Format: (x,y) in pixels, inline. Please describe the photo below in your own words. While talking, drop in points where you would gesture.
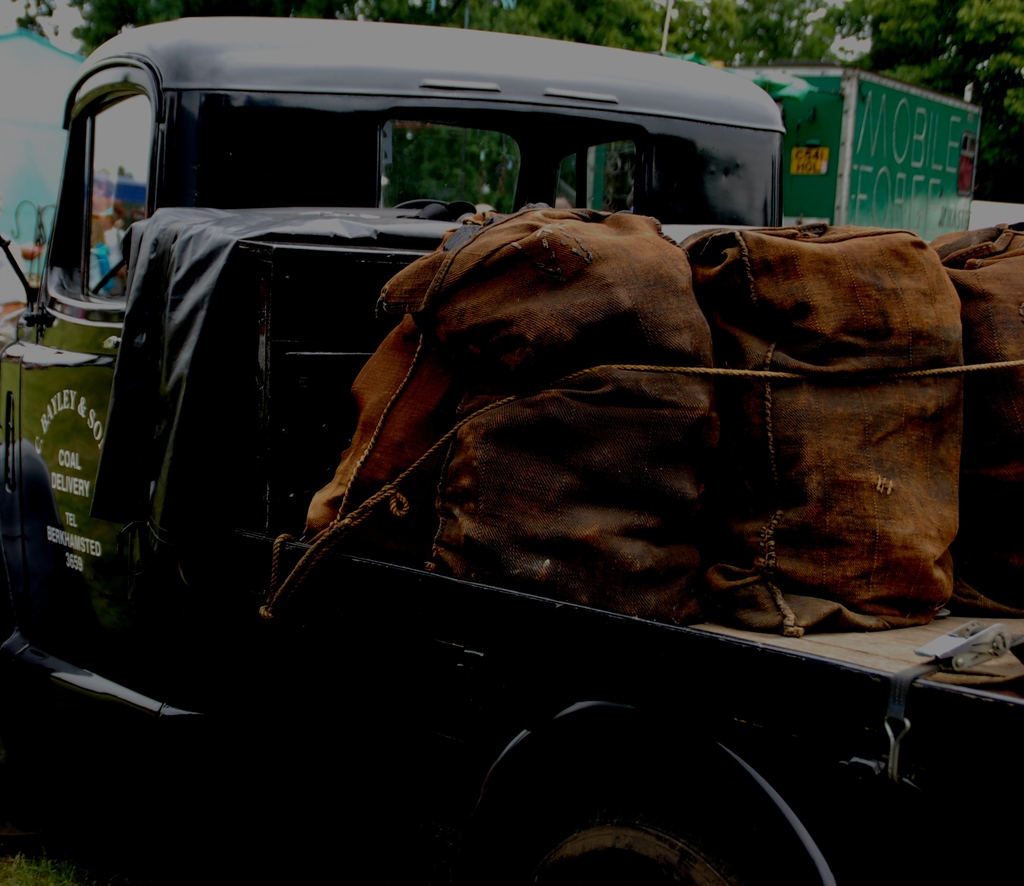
In the image there is a truck (374,686) with bags (683,393) and rope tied to it. In the background (599,27) at the top of the image (661,44) there are trees (814,51) and also there is a green color board (879,182).
